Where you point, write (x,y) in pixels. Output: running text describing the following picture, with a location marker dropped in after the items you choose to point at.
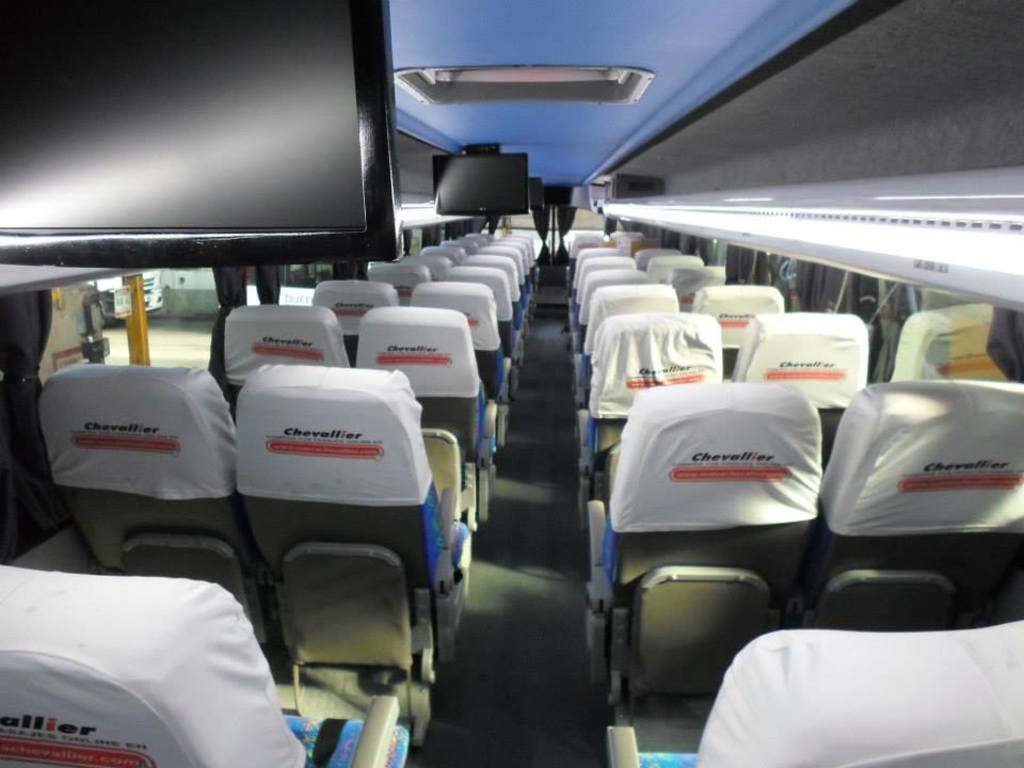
In this image we can see inside view of a vehicle (664,401) parked. In the foreground (769,372) we can see group of seats (199,629). In the background (461,198), we can see a group of televisions (494,199), lights (435,212), windows (132,321), curtains (244,293) and some vehicles (297,293) parked on the ground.
